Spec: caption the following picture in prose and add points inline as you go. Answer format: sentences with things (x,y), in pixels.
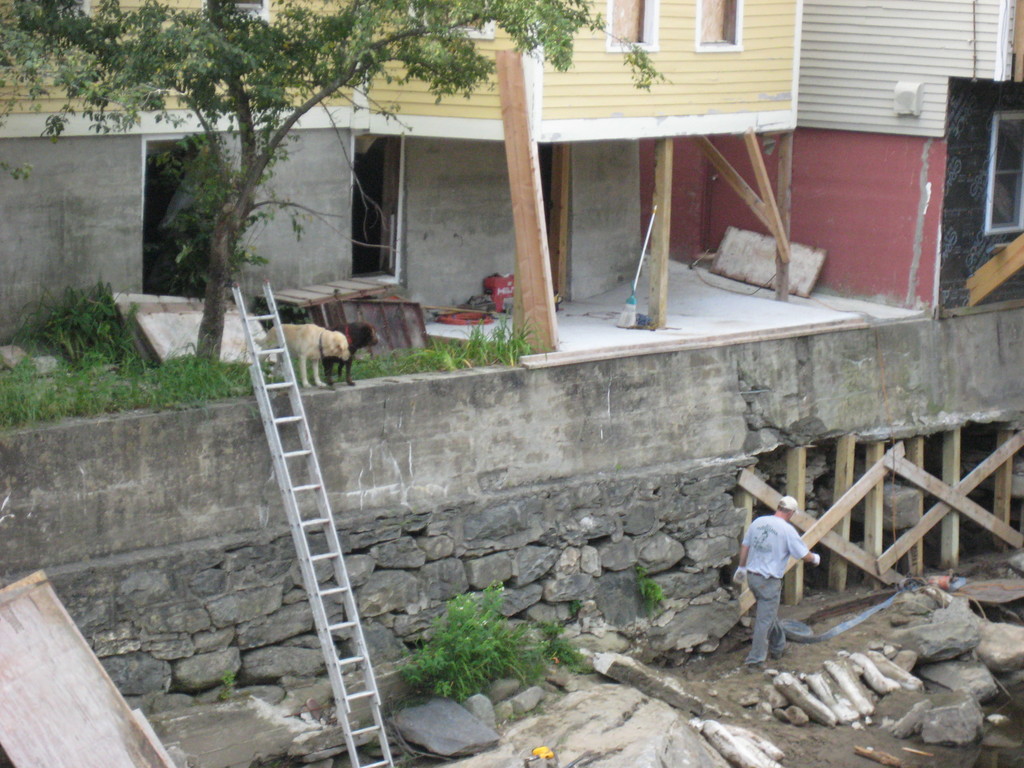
In this picture I can see at the bottom (371,697) there are ladders (380,735), on the right side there is a man (771,619), he is walking. In the middle (354,353) there are dogs (317,336) and there is a tree (307,87), in the background (308,190) there are buildings (578,242).
